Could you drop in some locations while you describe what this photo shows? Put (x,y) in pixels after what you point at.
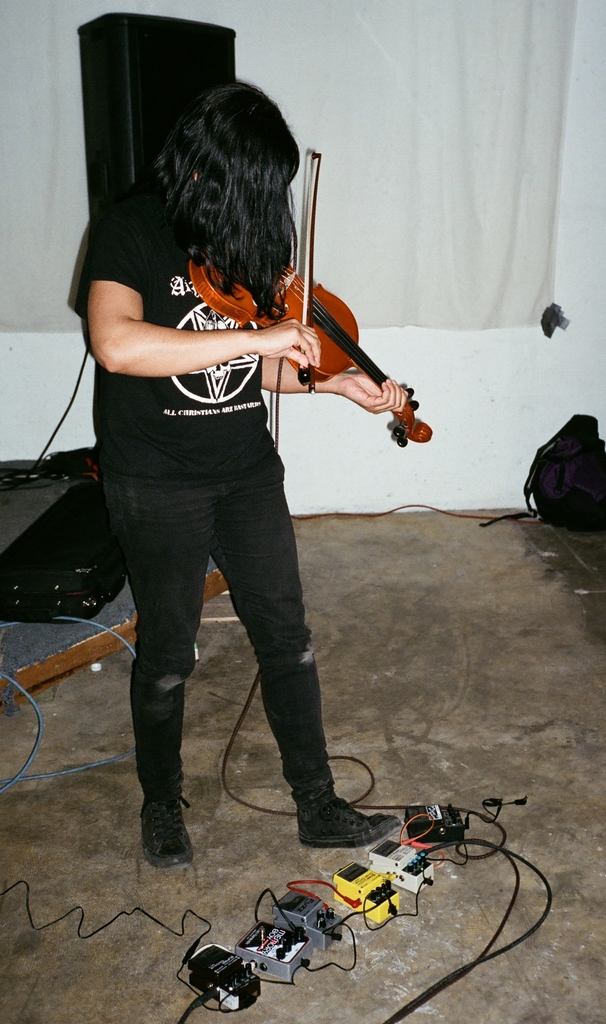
in this image i can see person (168,440) wearing a black color t-shirt (219,427) and holding a violin (318,312) and there are some cables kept on the floor (376,934). and there is a bag (555,465) on right side (567,452) and there is a curtain (408,190) on the center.
